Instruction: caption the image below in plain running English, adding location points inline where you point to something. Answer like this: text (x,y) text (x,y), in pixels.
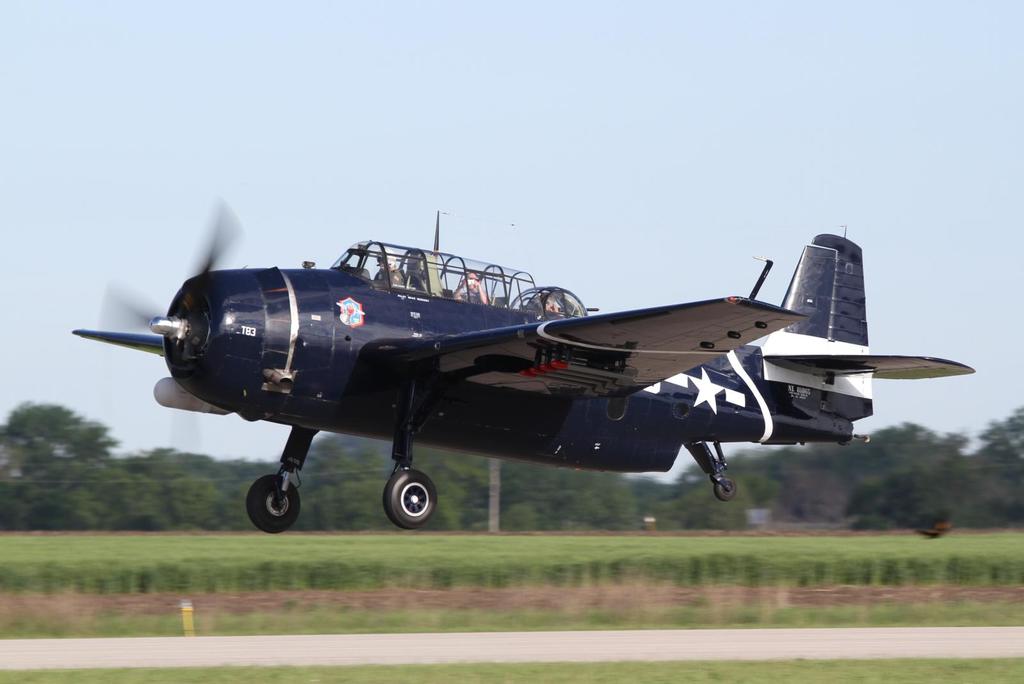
In this picture we can see an aircraft (404,319) flying. Under the aircraft (415,367) there is a runway (439,655) and grass (299,676). Behind the grass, there are trees (377,491) and the sky (489,148). There are three persons (480,287) in the aircraft (573,325).
